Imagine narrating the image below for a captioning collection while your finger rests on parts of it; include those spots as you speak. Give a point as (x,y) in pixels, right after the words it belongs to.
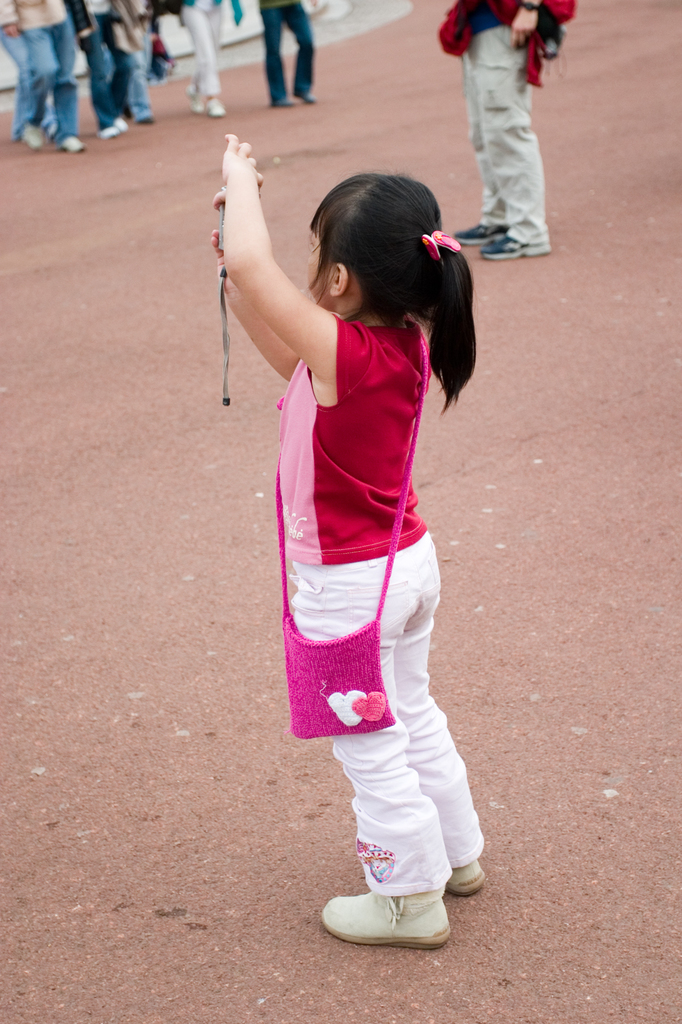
In this picture we can see a girl (359,388) in the red and pink t shirt (290,447) is standing on the path (349,794) and in front of the girl (342,353) there are groups of people (68,41) walking and a person (483,81) is standing.
